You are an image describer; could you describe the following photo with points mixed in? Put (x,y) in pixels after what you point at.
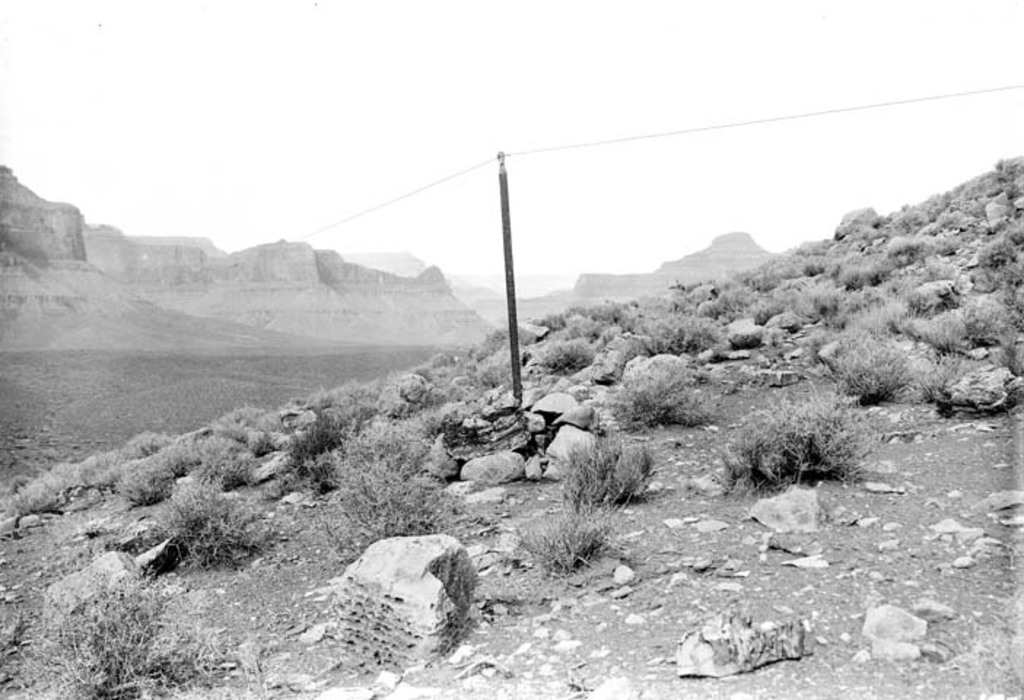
In the given picture, we can see the iron metal pole (502,173) included with the wires (461,173), after that we can see a few stones (510,398) and the dried grass (571,492), next towards the left (200,314), we can see the mountains (395,257).
